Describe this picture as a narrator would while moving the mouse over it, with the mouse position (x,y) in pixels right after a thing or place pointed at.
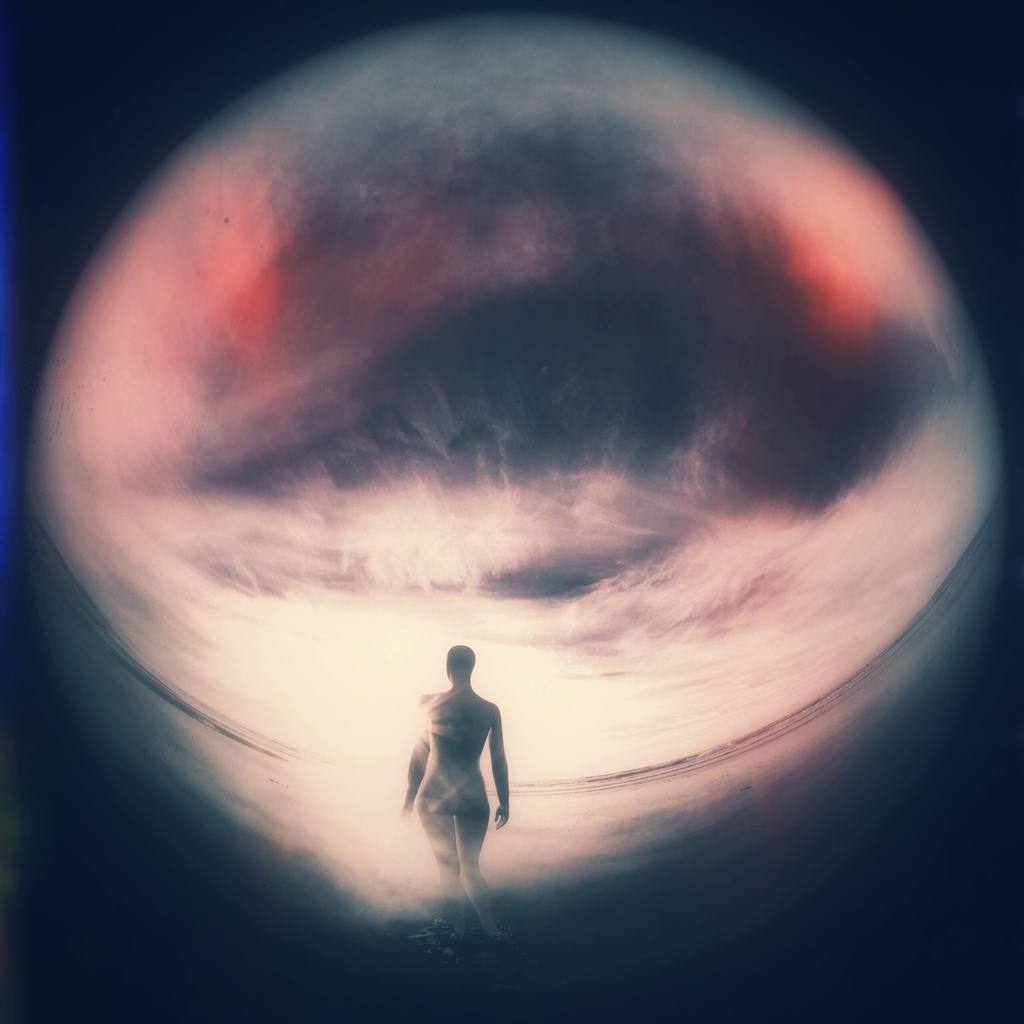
In the image I can see the person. Background (543,365) is in blue, white, orange and black color.
